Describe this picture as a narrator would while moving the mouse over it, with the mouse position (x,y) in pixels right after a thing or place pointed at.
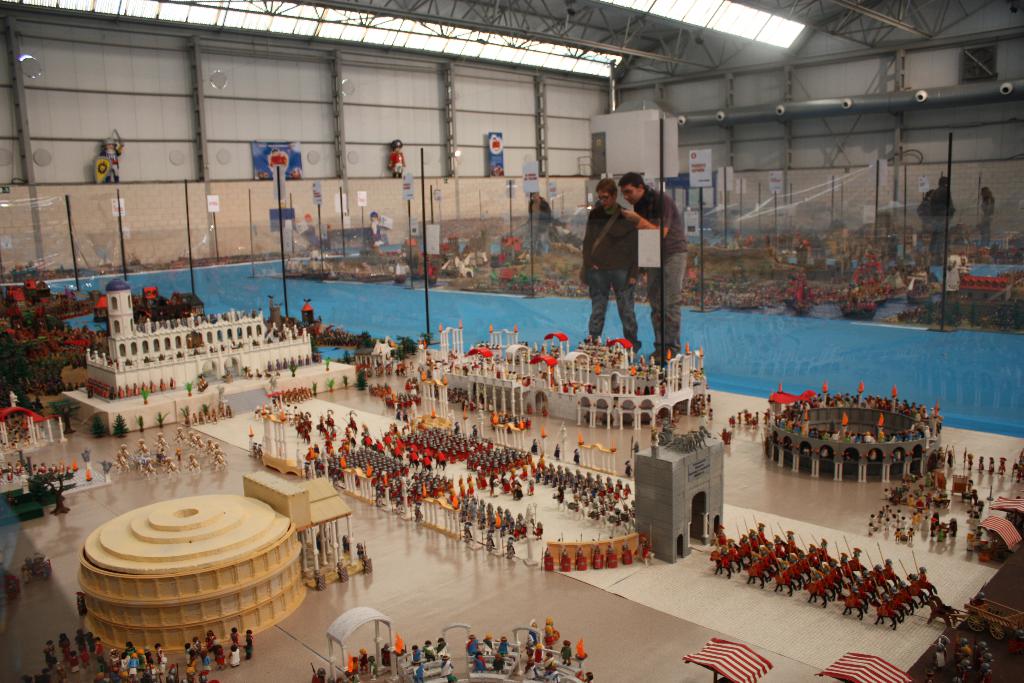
At the bottom of this image (451,533), there are toy persons (900,516), model buildings (2,416), toy persons (555,493), a model gate (705,441), a model tent (855,665), model trees (1,373) and other objects (990,607) arranged on a floor (686,675). In the background (547,274), there are other persons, other toys (438,257), model buildings (273,420), poles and boards (283,218) arranged.
